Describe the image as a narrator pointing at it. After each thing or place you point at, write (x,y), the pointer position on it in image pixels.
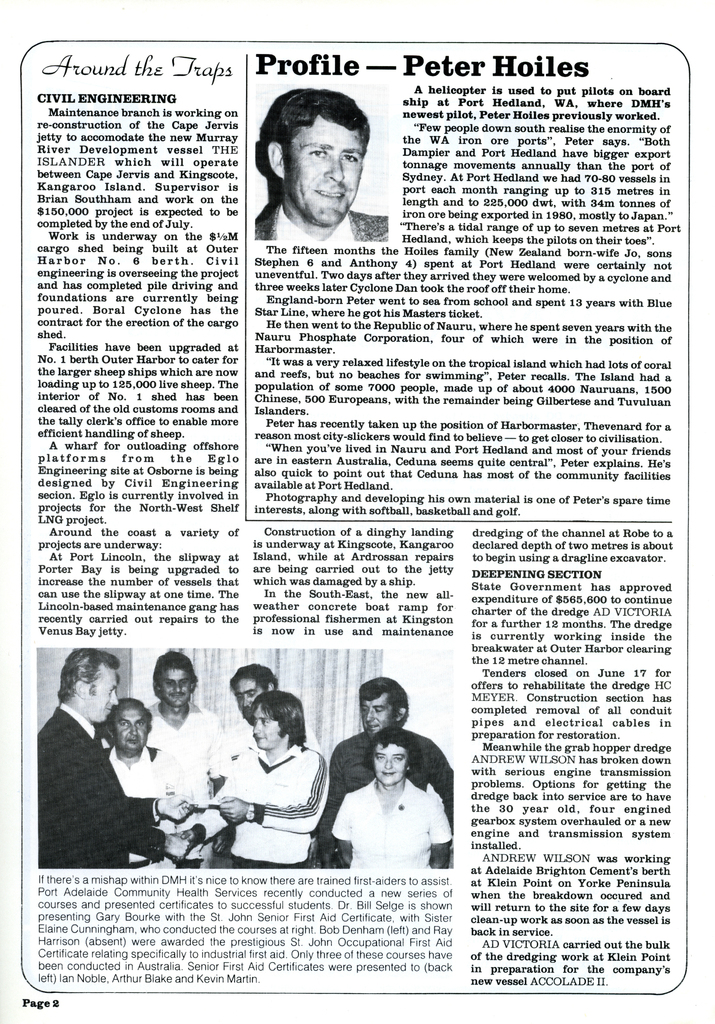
In this image we can see a paper (352,535) and in the paper (261,393) we can see the text (513,677) and also human images (301,716). We can also see the page number (47,1006) at the bottom (34,1002).
